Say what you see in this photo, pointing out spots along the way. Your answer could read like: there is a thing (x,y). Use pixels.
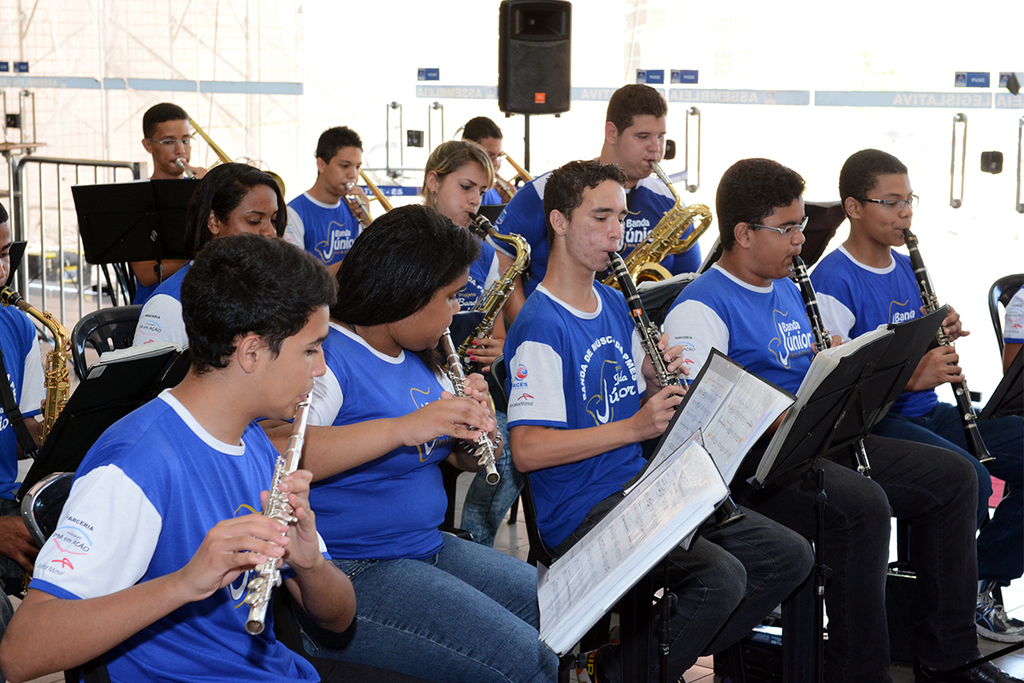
In this image I can see a group of people (467,151) are sitting on the chairs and playing musical instruments (672,383) and there are books (592,553) on stands (780,470). In the background (963,217) I can see a fence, doors (937,209) and a speaker (512,94). This image is taken during a day.
